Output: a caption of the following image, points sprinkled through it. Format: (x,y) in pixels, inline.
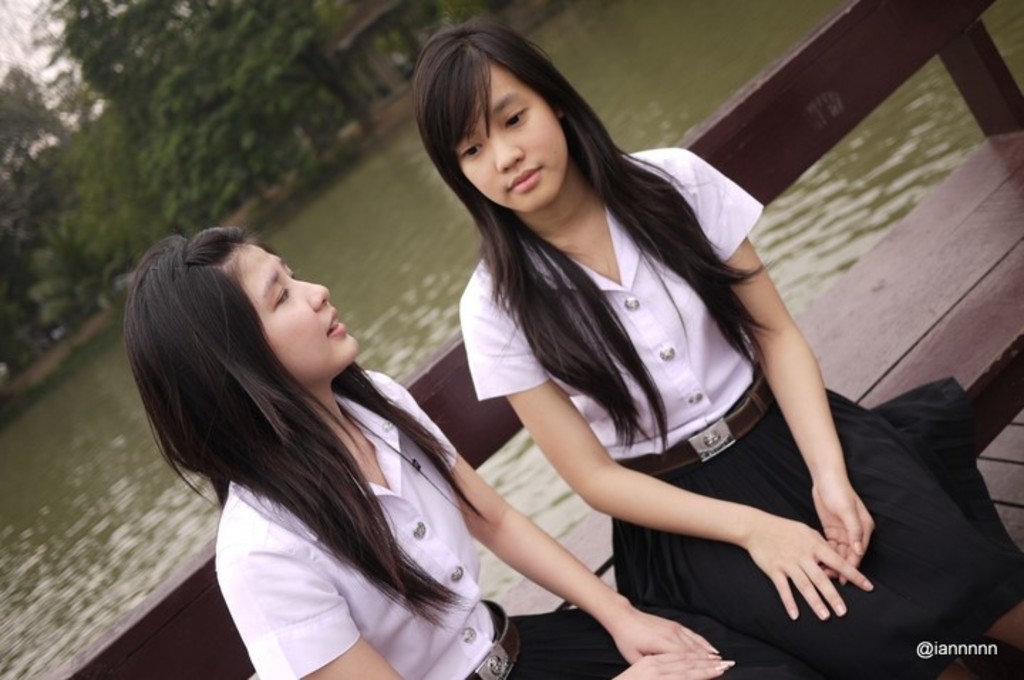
In this picture we can see there are two women (628,572) sitting on a bench (540,595). Behind the women (482,364) there is the water (383,233), trees (144,177) and the sky (38,71). On the image there is a watermark (951,652).
